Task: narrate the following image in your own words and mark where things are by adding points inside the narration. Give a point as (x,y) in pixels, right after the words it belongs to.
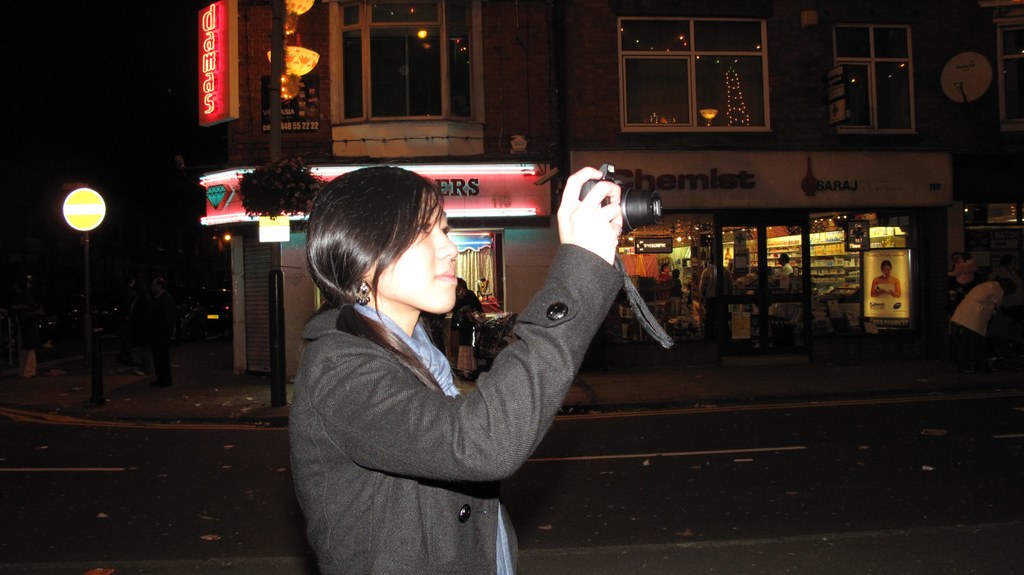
In this image there is a woman (406,367) standing towards the bottom of the image (429,441), she is holding an object (628,208), there is road (810,528) towards the bottom of the image (669,512), there is a building (246,321) towards the top of the image (782,191), there are windows (674,91), there are boards (889,176) on the building (916,147), there is text (458,192) on the boards (757,179), there is a glass door (761,277), there are glass walls (675,278), there is a pole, there is a light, there are persons (969,278) standing, the background of the image (65,23) is dark.
